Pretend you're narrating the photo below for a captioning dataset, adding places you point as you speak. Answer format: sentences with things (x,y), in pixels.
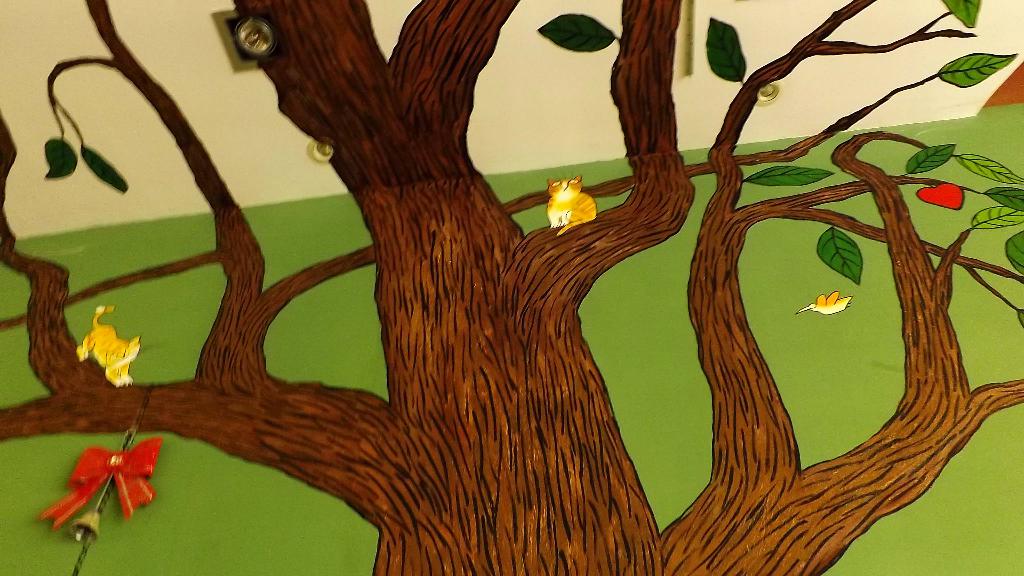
In this image we can see a painting (981,387) of a tree (580,288) on the green color wall (221,471). Here we can see a wall hanging (82,547) with bell (95,534) and we can see the lights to the ceiling (249,128).
